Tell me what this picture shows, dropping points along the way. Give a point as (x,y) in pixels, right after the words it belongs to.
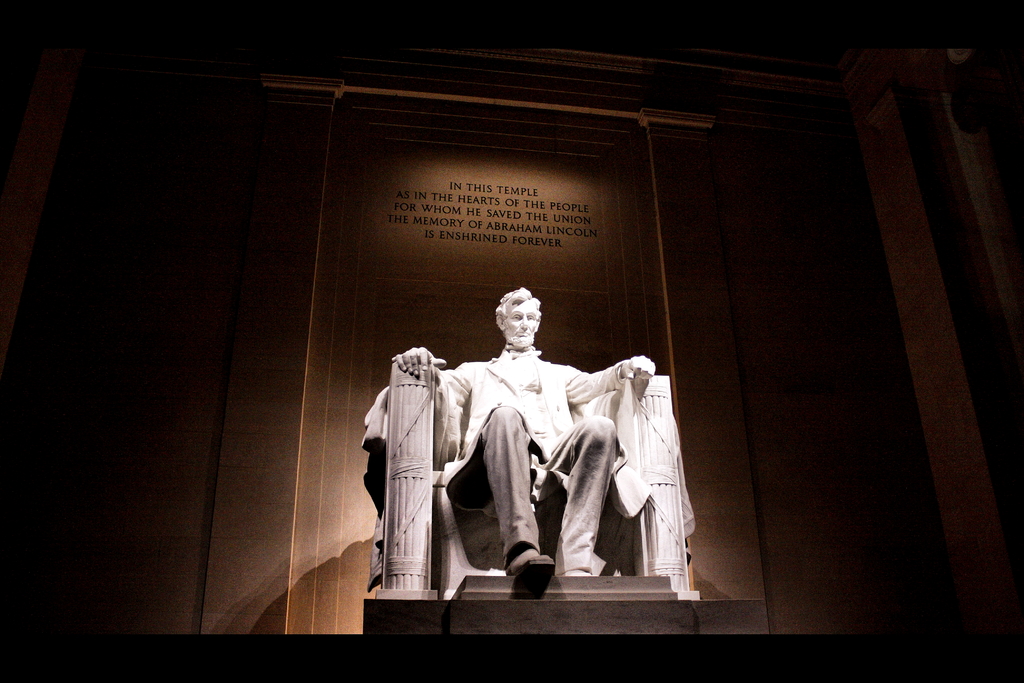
In the picture there is a sculpture (610,473) of a person (603,465) in a sitting position and behind the sculpture (400,385) there is some quotation (418,227) mentioned on the wall (456,272).
